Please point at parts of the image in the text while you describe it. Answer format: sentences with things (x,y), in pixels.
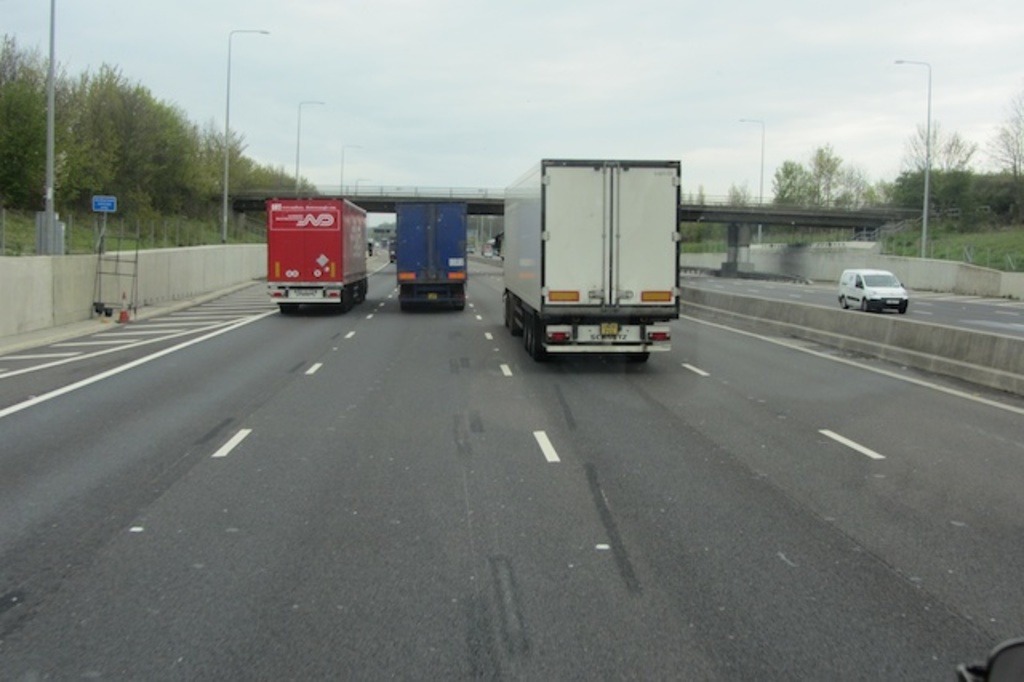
There are some vehicles (582,311) on the road (784,383) as we can see in the middle of this image (531,269) and there is a bridge (424,199) in the background (498,211). There are some trees (218,180) on the left side of this image (132,127) and right side of this image (878,200) as well, and there is a sky (676,100) at the top of this image (539,102).
